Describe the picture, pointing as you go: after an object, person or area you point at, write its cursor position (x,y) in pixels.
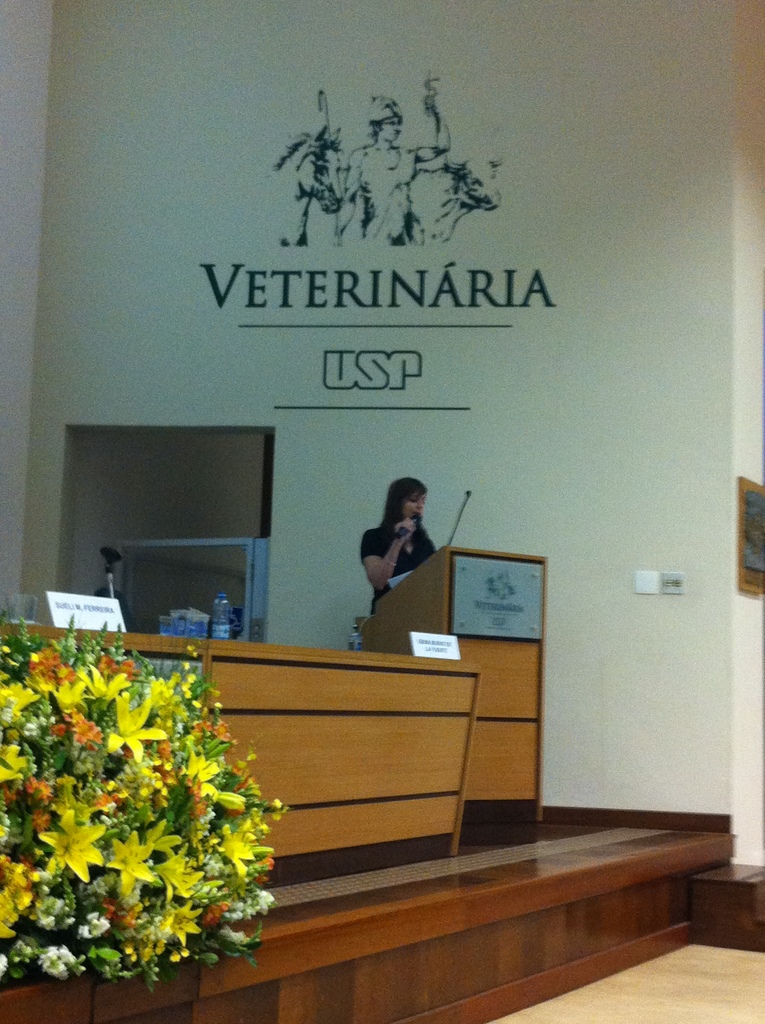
In this image I can see a woman (387,590) is standing in front of a podium (488,666). On the podium (537,670) I can see a microphone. Here I can see flower bouquet (143,826) and a table (194,654). On the table (238,643) I can see bottle (222,593) and other objects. In the background (394,271) I can see a wall (458,282) which has a painting (433,171) of a person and something written on it.
